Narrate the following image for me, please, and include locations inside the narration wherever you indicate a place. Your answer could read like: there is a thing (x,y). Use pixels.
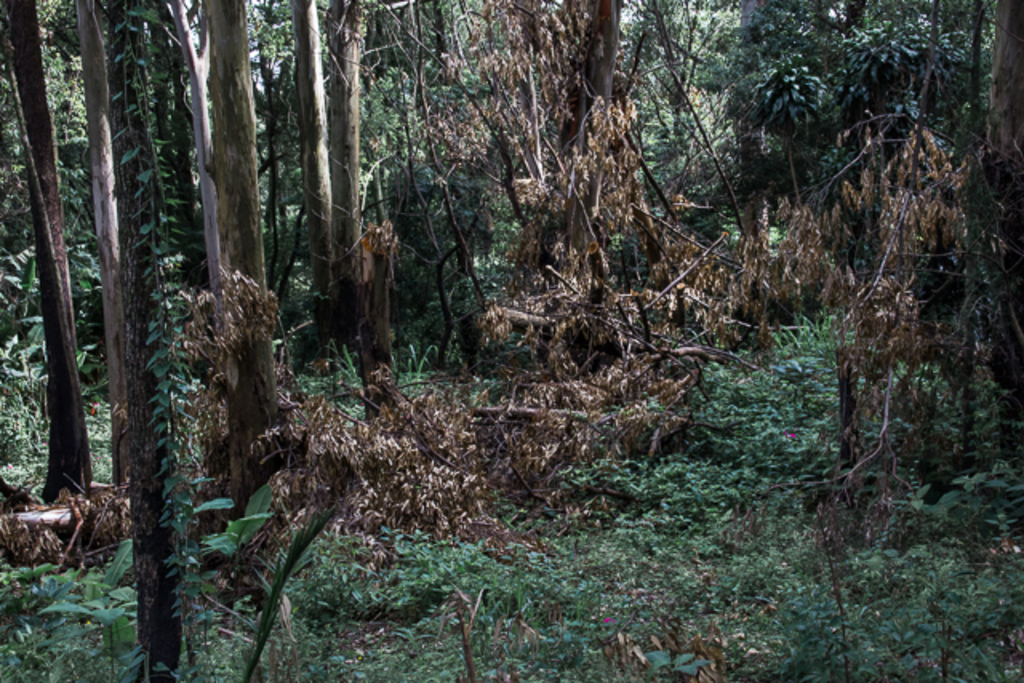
In this image there are trees (138,259) and there are dry leaves (503,398).
